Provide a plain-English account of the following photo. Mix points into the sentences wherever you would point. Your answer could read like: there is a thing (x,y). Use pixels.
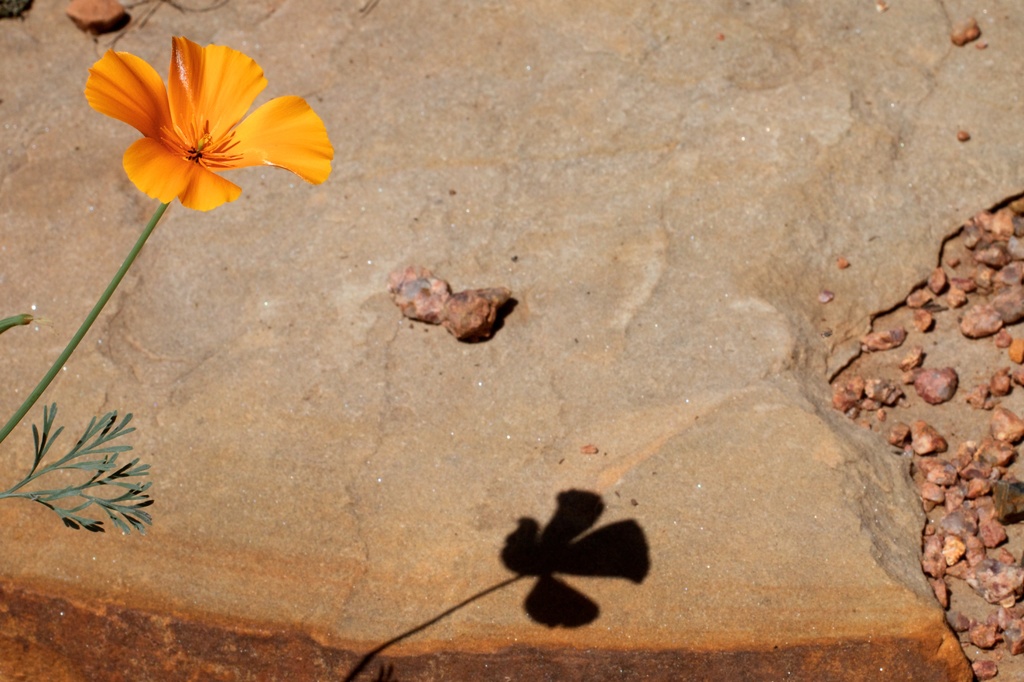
In the picture I can see a flower (194,130) which is yellow in color. I can also see stones (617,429) and some other objects (571,518).
